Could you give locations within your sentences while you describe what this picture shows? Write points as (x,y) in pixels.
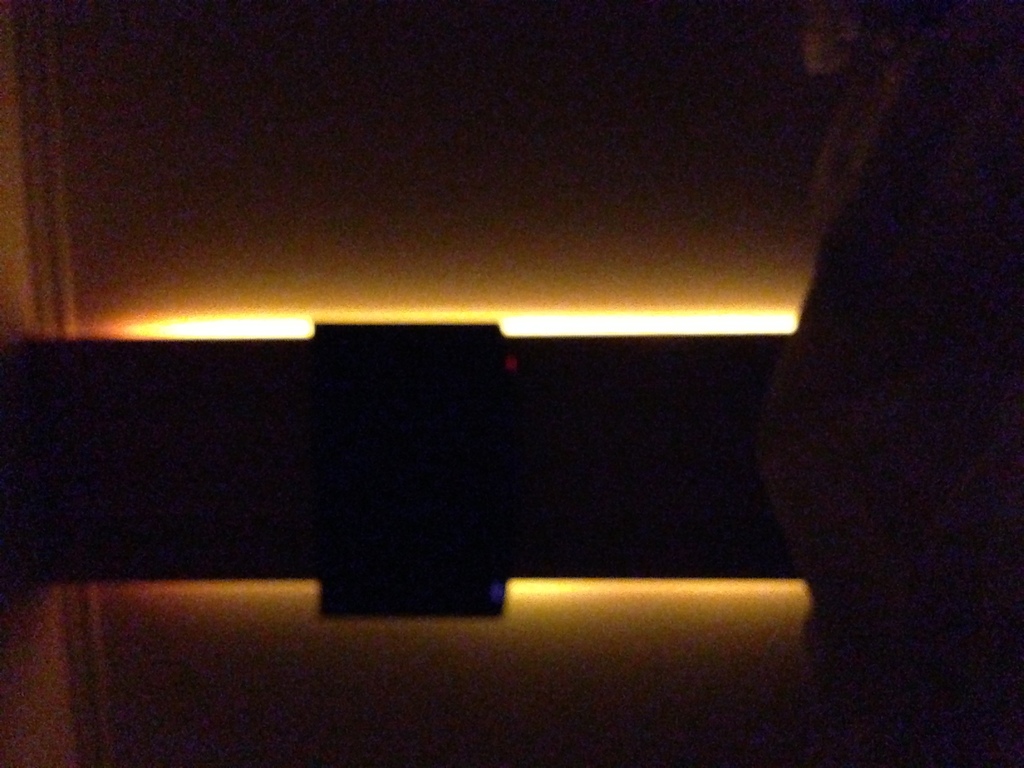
This image consists of objects (632,454) which are black in color. In the middle (423,319), we can see a light (115,332). In the background (366,258), it looks like a wall (526,57).
